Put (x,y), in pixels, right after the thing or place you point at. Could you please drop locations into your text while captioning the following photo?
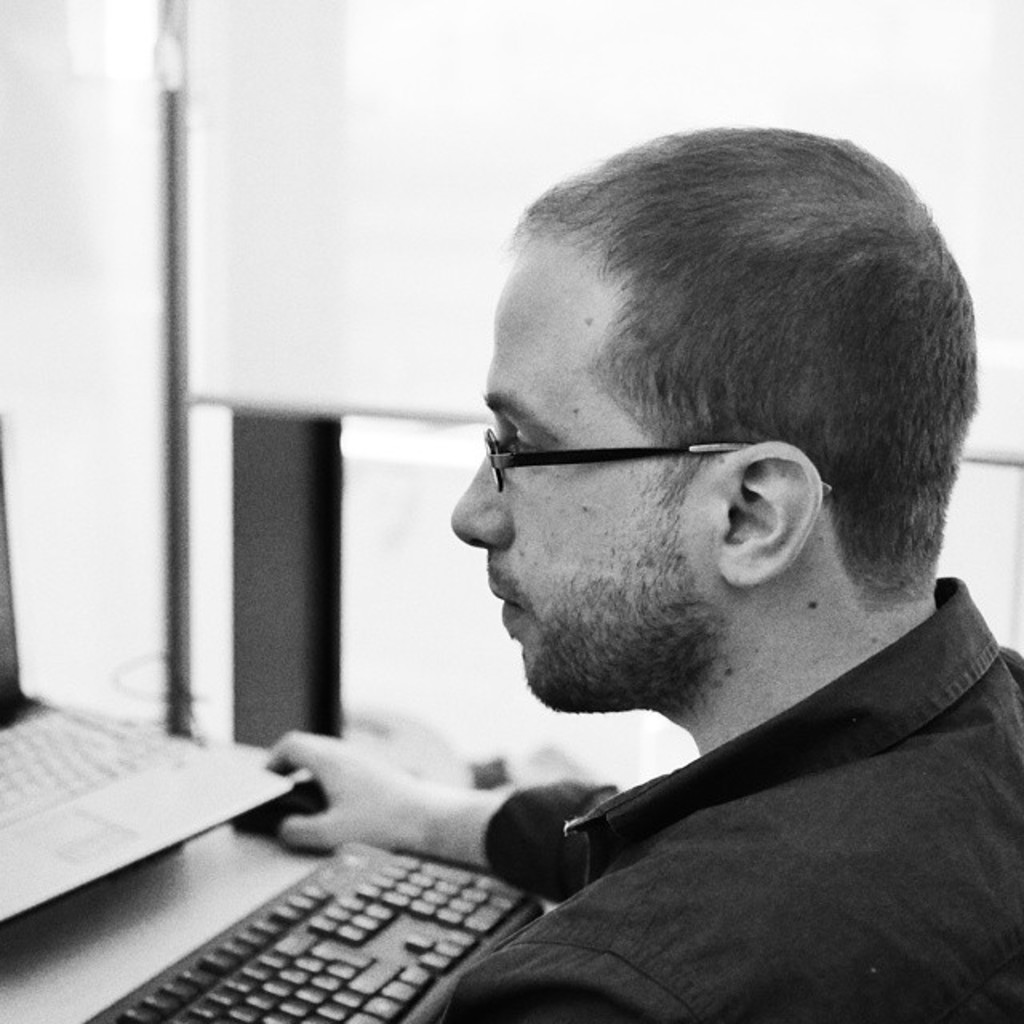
It is the black and white image in which there is a man (647,785) looking into the laptop (73,777) by holding the mouse (311,808). In front of him there is a keyboard (294,947).
